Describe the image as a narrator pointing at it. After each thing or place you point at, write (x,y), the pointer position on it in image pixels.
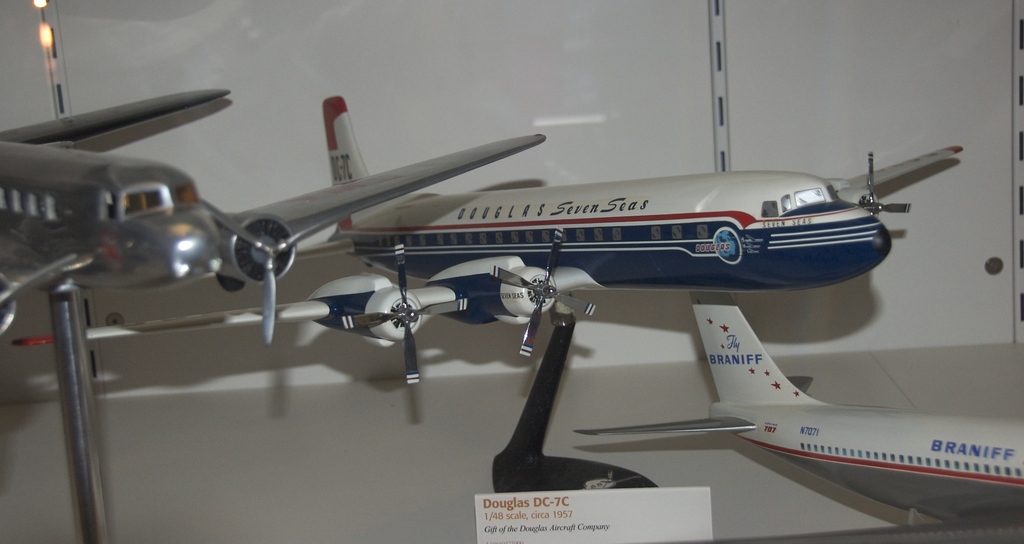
In this image we can see toy planes (950,509). In the background (455,55) we can see wall (431,29). At the bottom of the image (509,521) we can see text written on a card (618,498).
